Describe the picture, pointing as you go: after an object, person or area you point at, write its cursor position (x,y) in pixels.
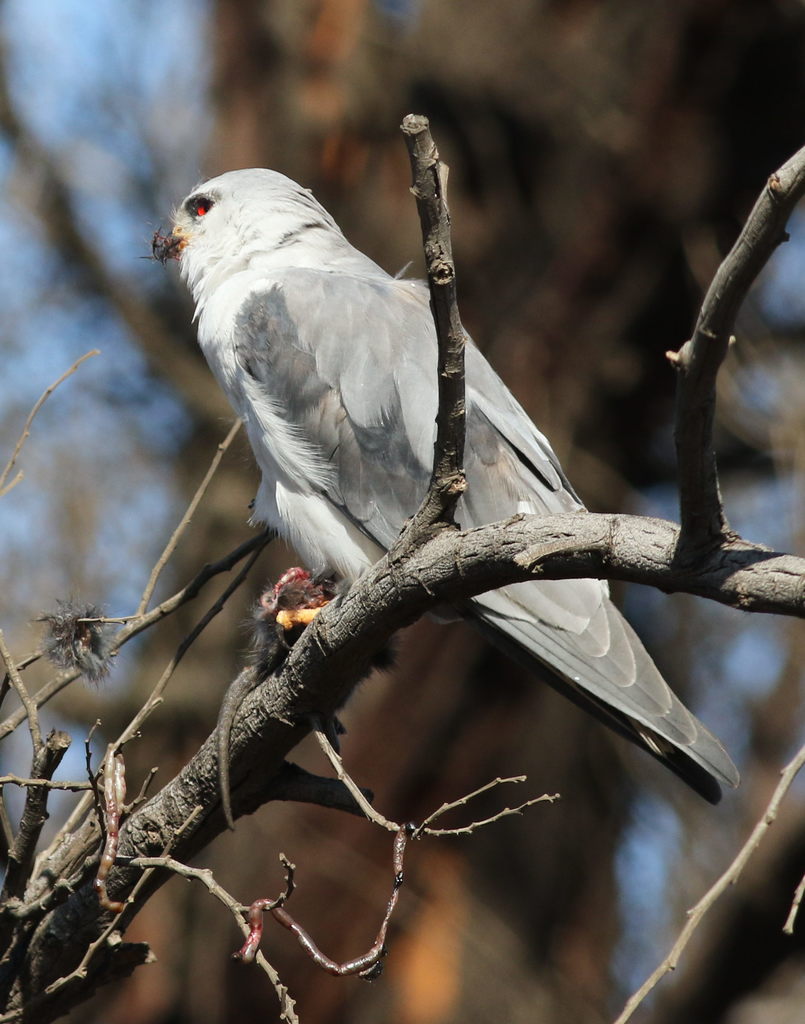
In this image I can see a bird (355,575) on the branch (28,960) of a tree (272,754). And there is a blur background (250,839).
